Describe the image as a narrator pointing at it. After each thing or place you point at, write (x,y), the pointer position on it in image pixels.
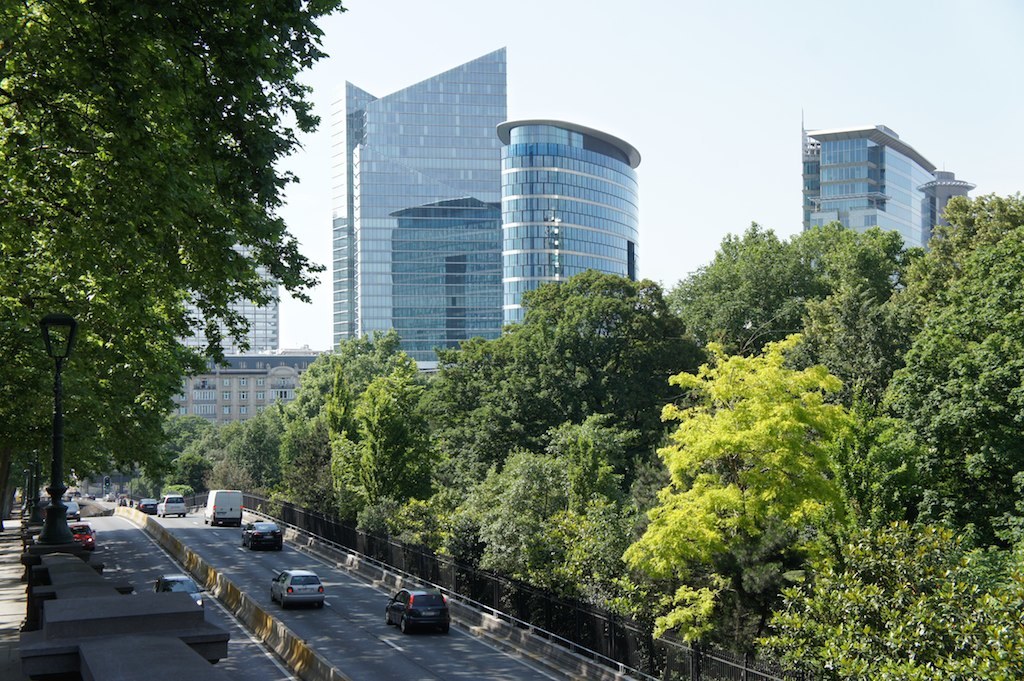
In this image at the bottom (232,637) there is a road (232,637), on the road (108,543) there are some vehicles (401,607) and on the right side (752,581) there are some trees (436,392), buildings (449,259) and on the left side (136,382) there are trees (106,334) and some vehicles (84,525).
